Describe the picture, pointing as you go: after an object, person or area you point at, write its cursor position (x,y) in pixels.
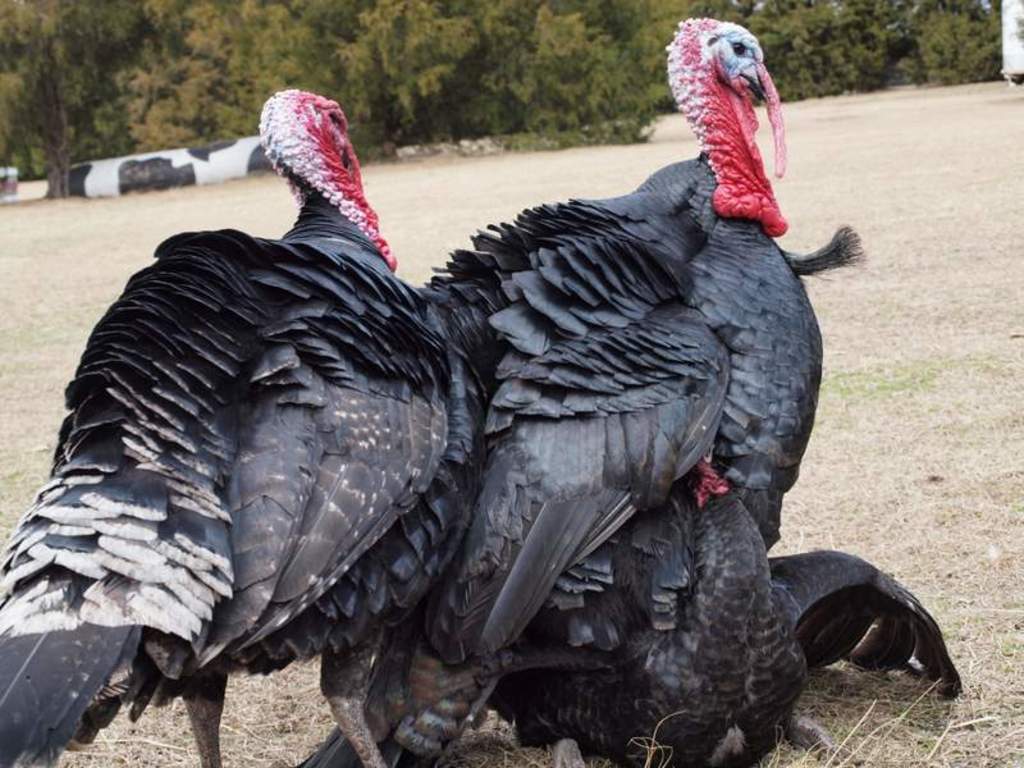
In the image there are birds (450,412) which are in black color standing on the ground (35,297). And to the top of the image (266,53) there are trees (384,85).
